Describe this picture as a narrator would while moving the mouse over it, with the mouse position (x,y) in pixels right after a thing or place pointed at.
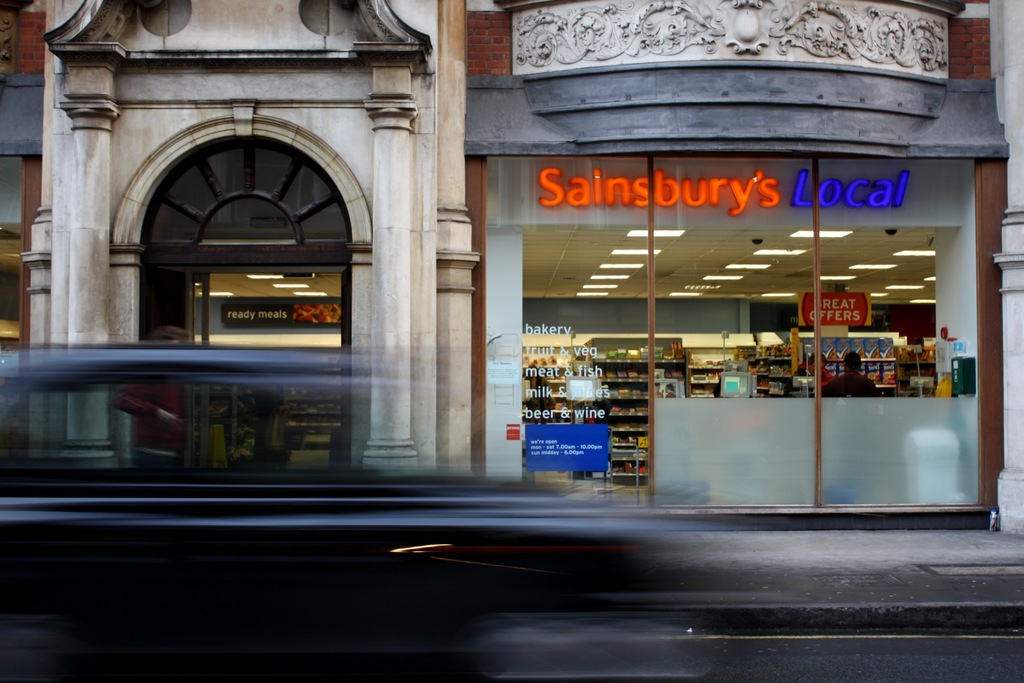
In this picture we can see a building (984,91), wall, pillars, name boards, door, persons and some objects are there.
